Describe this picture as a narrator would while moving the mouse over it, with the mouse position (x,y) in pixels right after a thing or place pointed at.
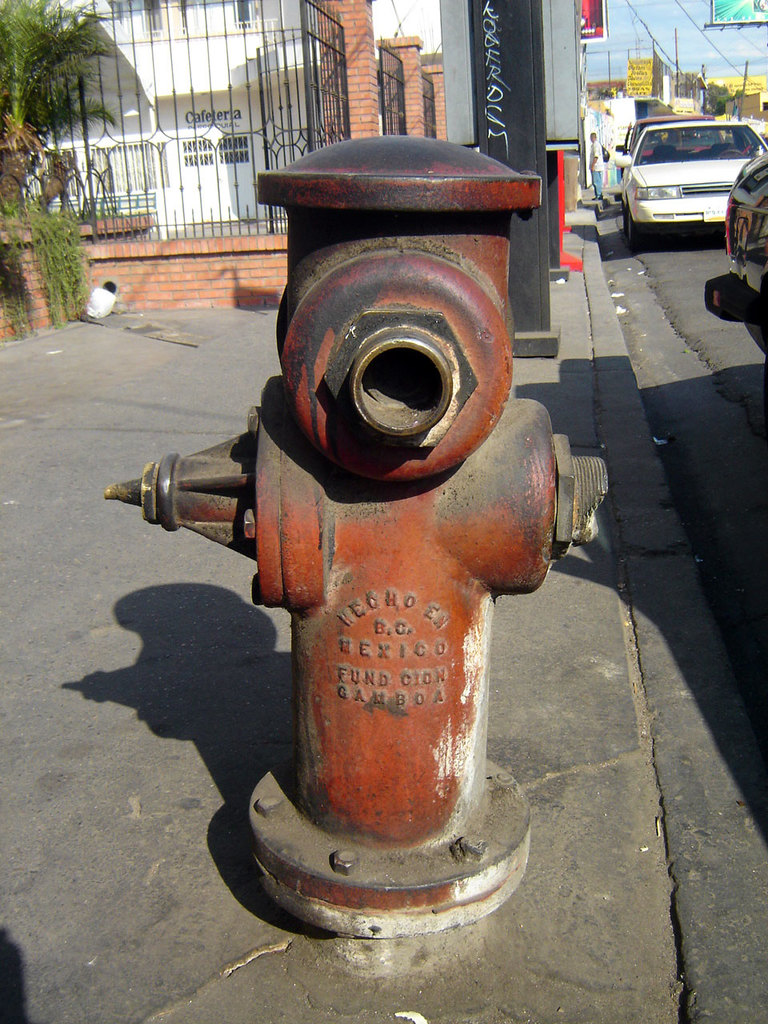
In this image I can see few buildings (259,114), trees (78,124), iron railing (234,128), few boards (648,61), sky (620,7) and few vehicles (683,219) on the road (655,382). In front (463,809) I can see the fire-hydrant (440,742).
